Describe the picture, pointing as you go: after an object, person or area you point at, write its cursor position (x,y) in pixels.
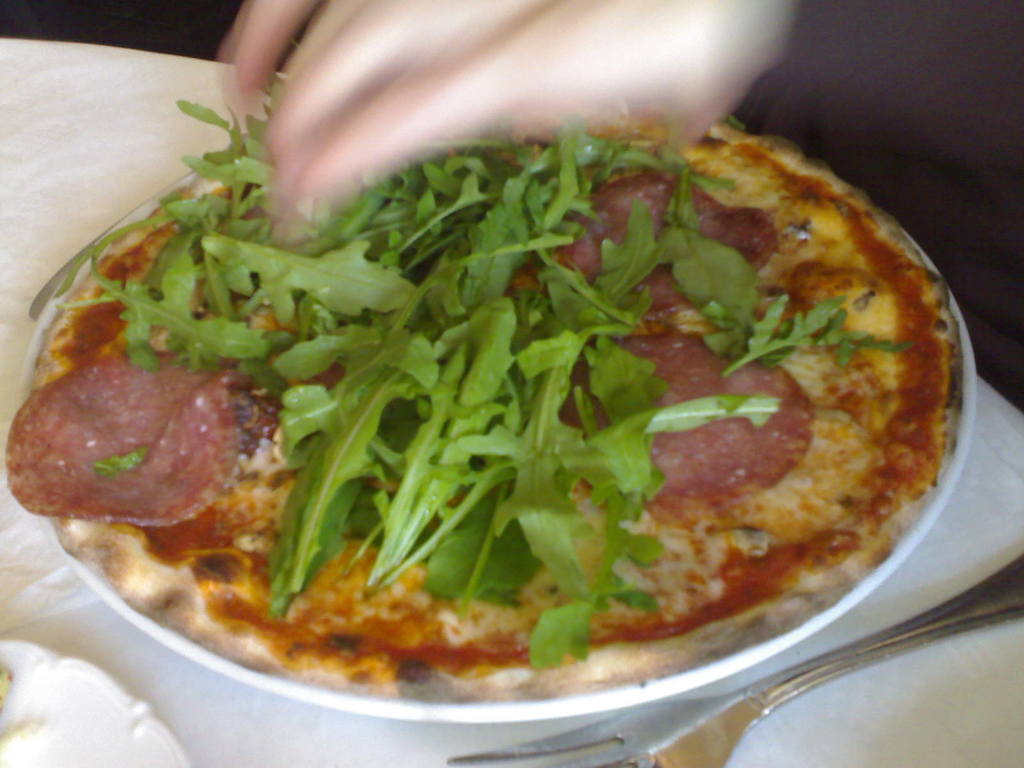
In this image there is a food item (345,315) placed on a plate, which is on the table (960,689) and beside the plate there is a fork (669,755), in front of the plate (129,622) there is another plate (90,712). At the top of the image (408,89) there is a hand (467,88) of a person (516,53).
